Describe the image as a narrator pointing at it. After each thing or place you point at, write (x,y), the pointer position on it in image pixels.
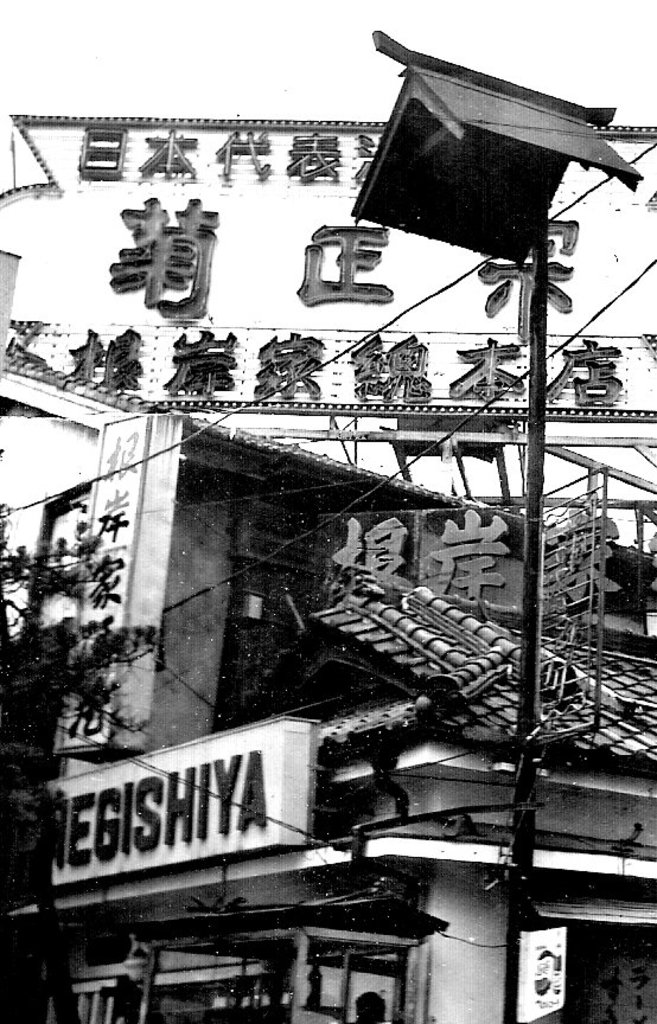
In the center of the image (327,641) we can see a building (470,624), naming boards (405,344), pole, light (517,122) are present. On the left side of the image (36,815) a tree (28,780) is there. In the center of the image (284,544) wires (518,382) are present. At the top of the image (233,101) sky (234,82) is there.
